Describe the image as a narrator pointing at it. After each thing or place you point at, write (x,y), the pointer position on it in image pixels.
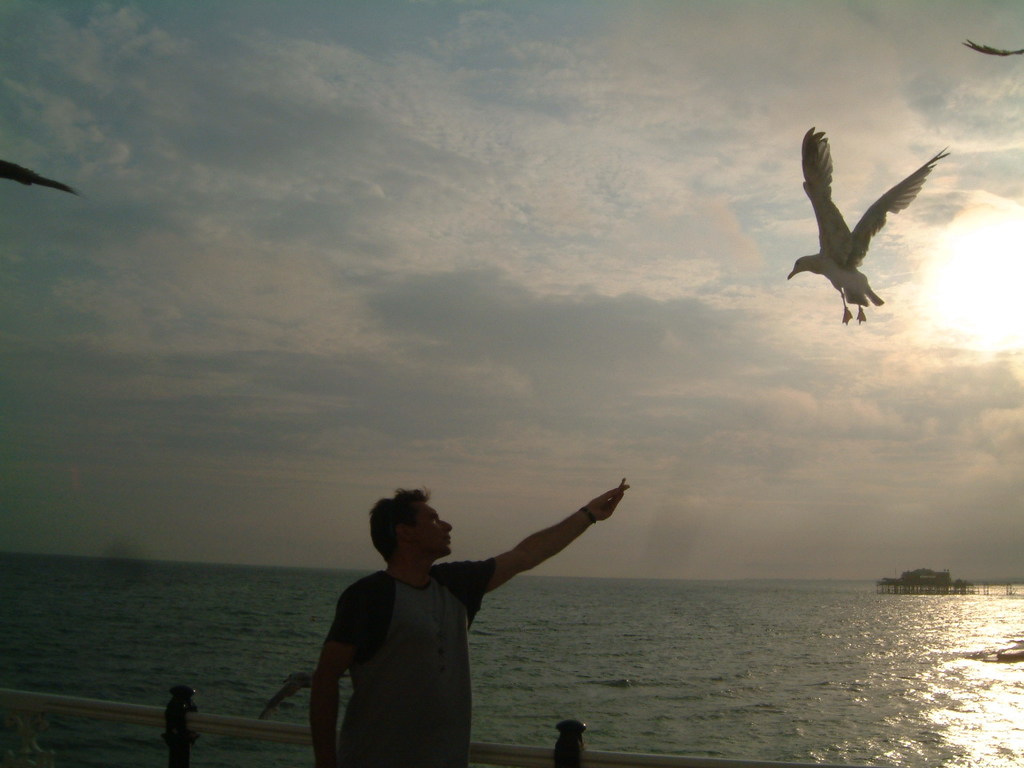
There is a person (419,547) standing and holding an object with one hand (592,505) and stretching it up. Above him, there are birds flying in the air (896,286). Beside him, there is a fencing (609,756). In the background (927,618), there is a pier (904,589), there is a water (649,618) of an ocean (586,611), there is a sun (966,269) and there are clouds (519,241) in the blue sky (126,142).
